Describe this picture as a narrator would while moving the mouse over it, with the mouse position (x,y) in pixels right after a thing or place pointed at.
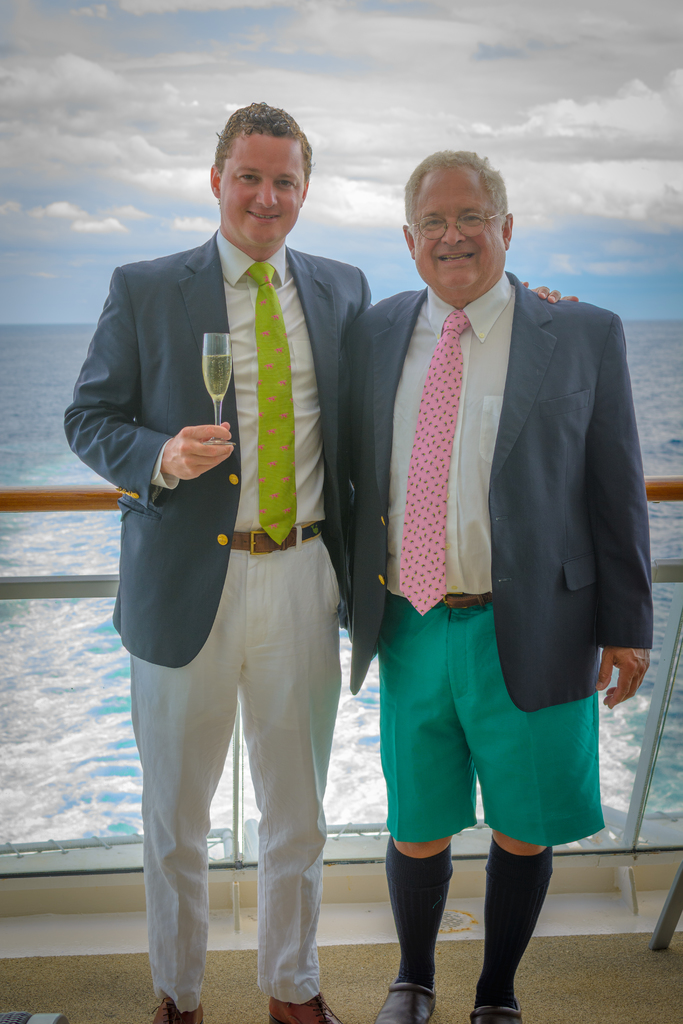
In a given image I can see a glass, people (327,520), railing (28,588), water (68,341) and in the background (327,47) I can see the clouds (327,47).
